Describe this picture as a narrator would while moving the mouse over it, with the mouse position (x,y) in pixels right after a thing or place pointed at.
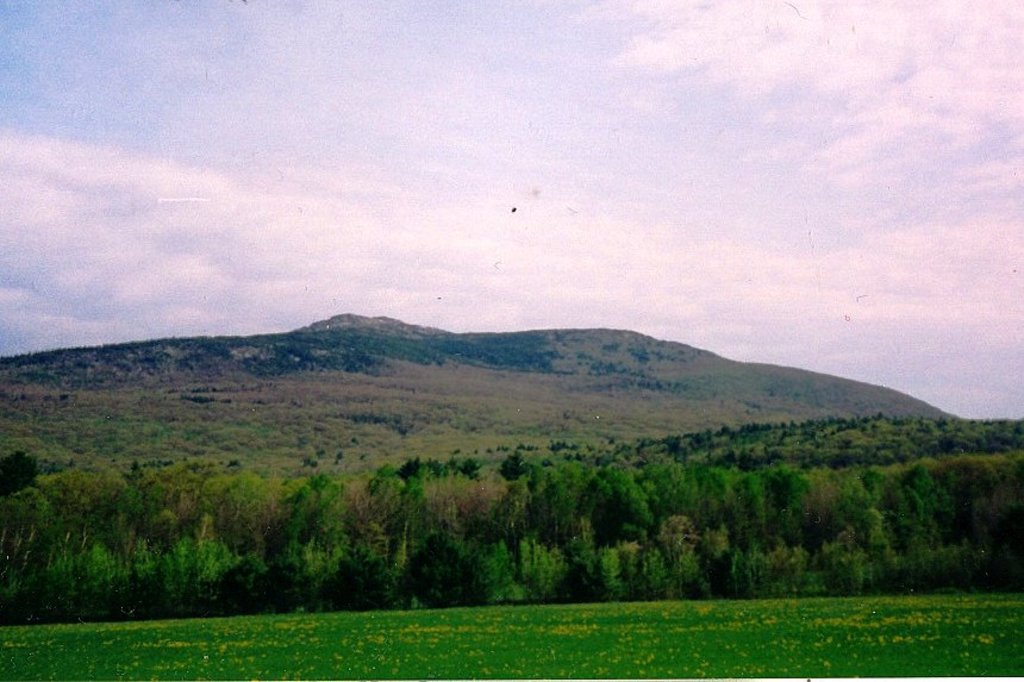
In this image I can see trees (400,480) in green color, background (568,335) I can see few mountains (600,336) and the sky (529,245) is in white and blue color.
